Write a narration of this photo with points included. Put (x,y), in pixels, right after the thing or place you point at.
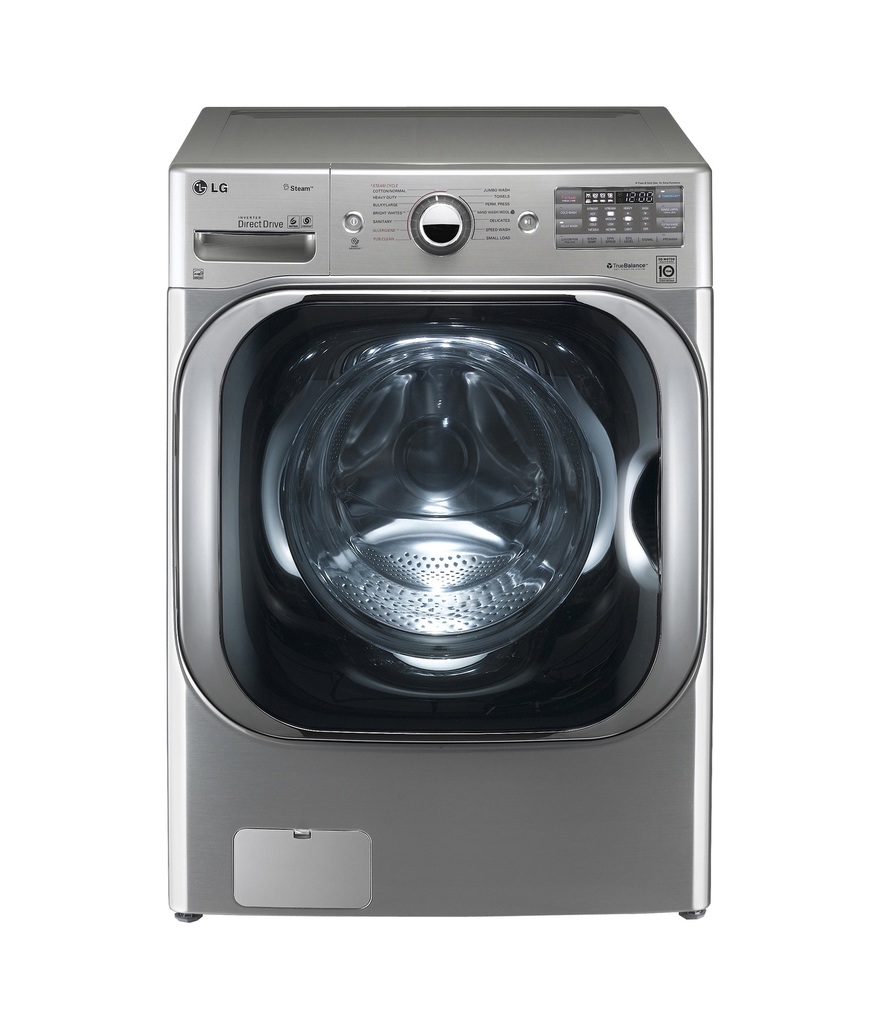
In the image there is a washing machine (274,687) of LG company.
